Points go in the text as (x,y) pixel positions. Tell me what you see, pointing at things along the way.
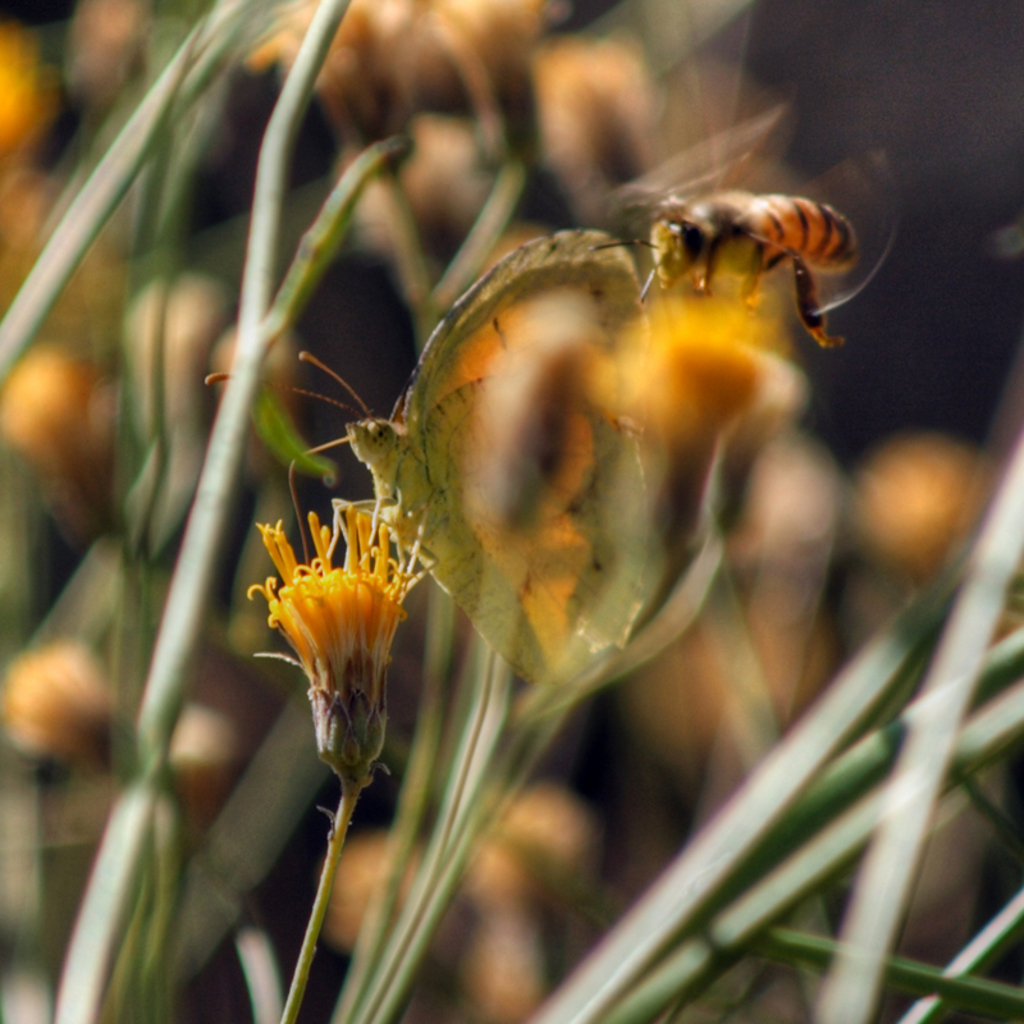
In the center of the image (570,349) we can see plants (937,665) and flowers (321,648), which are in yellow color. On the flower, we can see one insect (506,447). In the background (823,363), we can see it is blurred.
